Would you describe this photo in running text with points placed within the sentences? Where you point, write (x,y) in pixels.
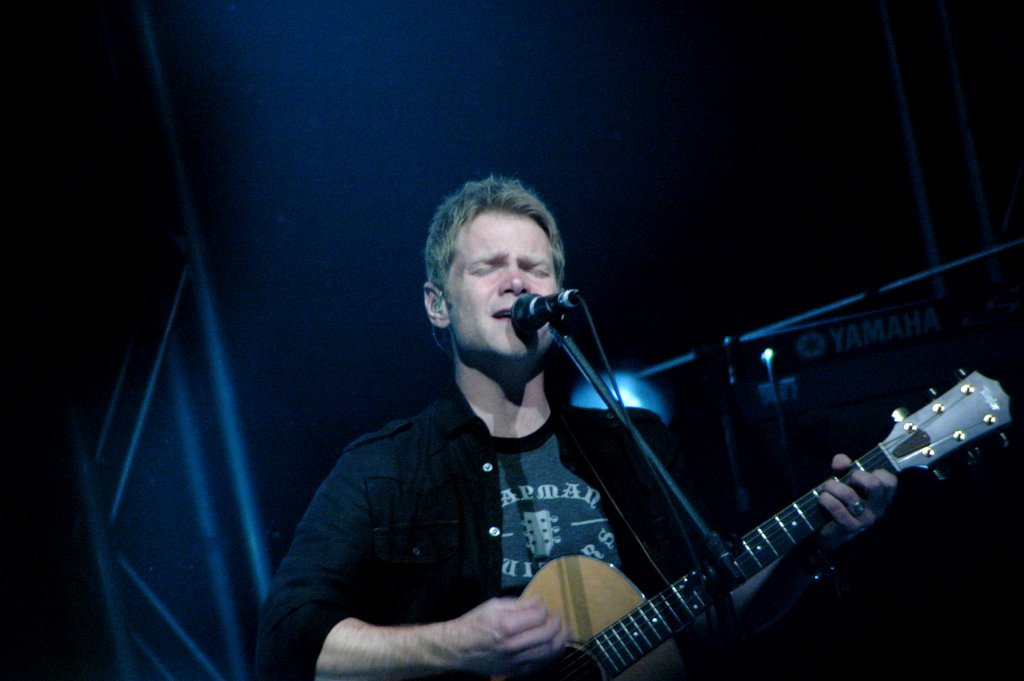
In the image we can see a man (435,446) who is playing a guitar (587,620) is wearing a black color shirt (415,524). These are the microphones (563,301).
